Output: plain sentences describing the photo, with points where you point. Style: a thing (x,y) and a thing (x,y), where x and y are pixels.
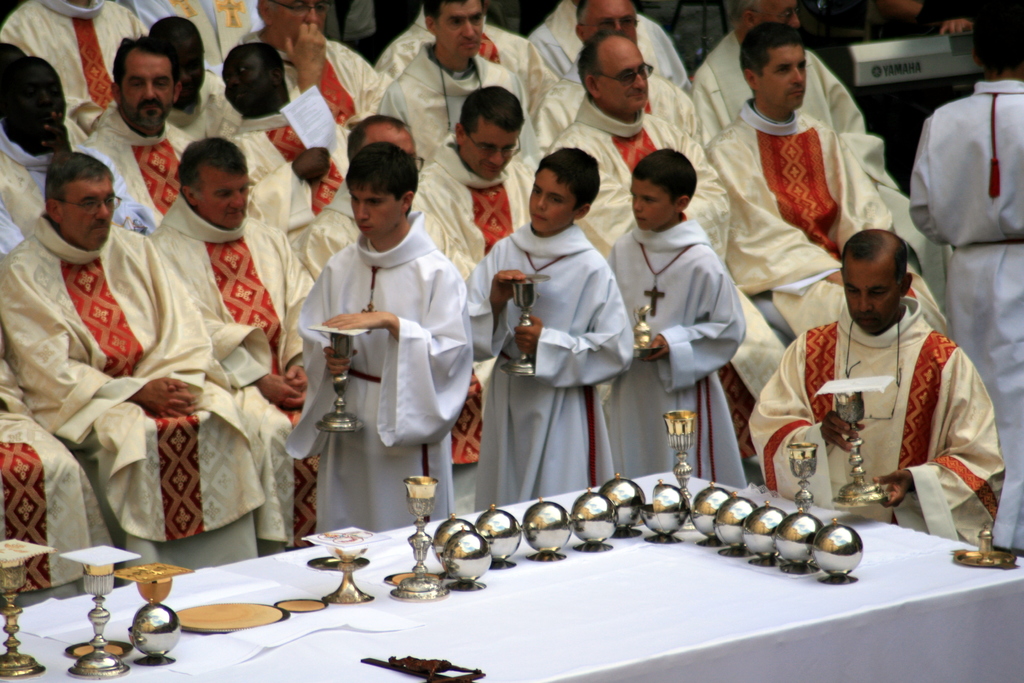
In this image we can see people (467,112) sitting and there are boys (346,367) standing and holding vessels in their hands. At the bottom (922,641) there is a table (647,642) and we can see jars (433,583) and trays (249,617) placed on the table (357,628). In the background (912,82) there is a piano (925,74).
